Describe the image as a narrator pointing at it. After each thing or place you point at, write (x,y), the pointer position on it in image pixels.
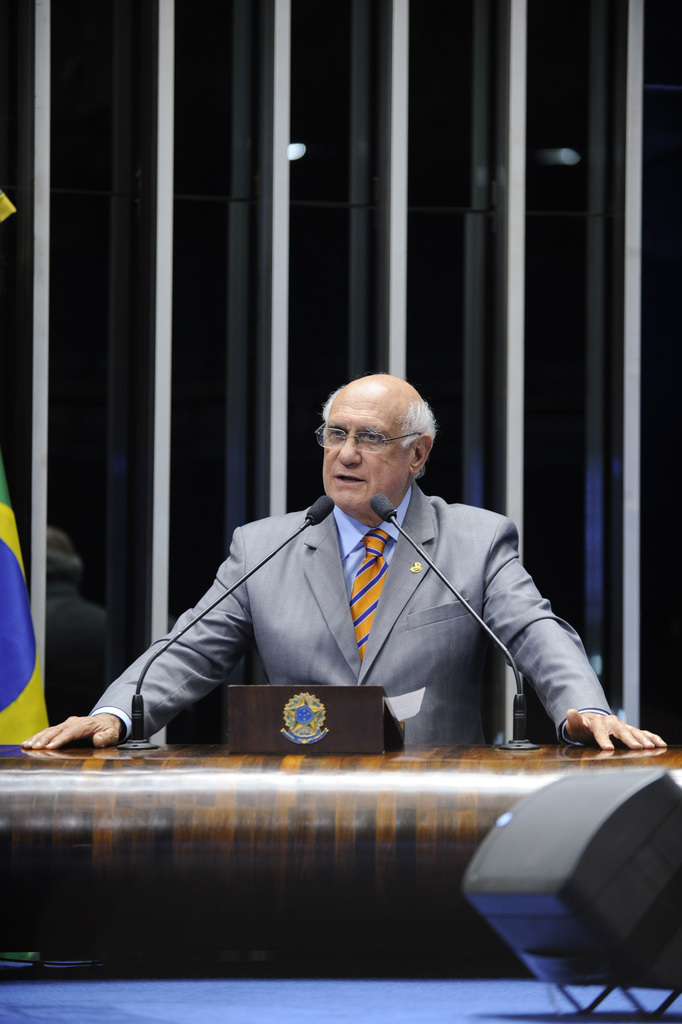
In this image in the center (300,548) there is one person (403,688) who is talking, in front of him there are mikes (472,614) and at the bottom (348,779) there is podium (462,779) and some board (353,721). In the foreground (569,878) there is some box (642,805), and in the background (188,288) there is a wall (306,307) on the left side (32,626) there is a flag (37,657).
